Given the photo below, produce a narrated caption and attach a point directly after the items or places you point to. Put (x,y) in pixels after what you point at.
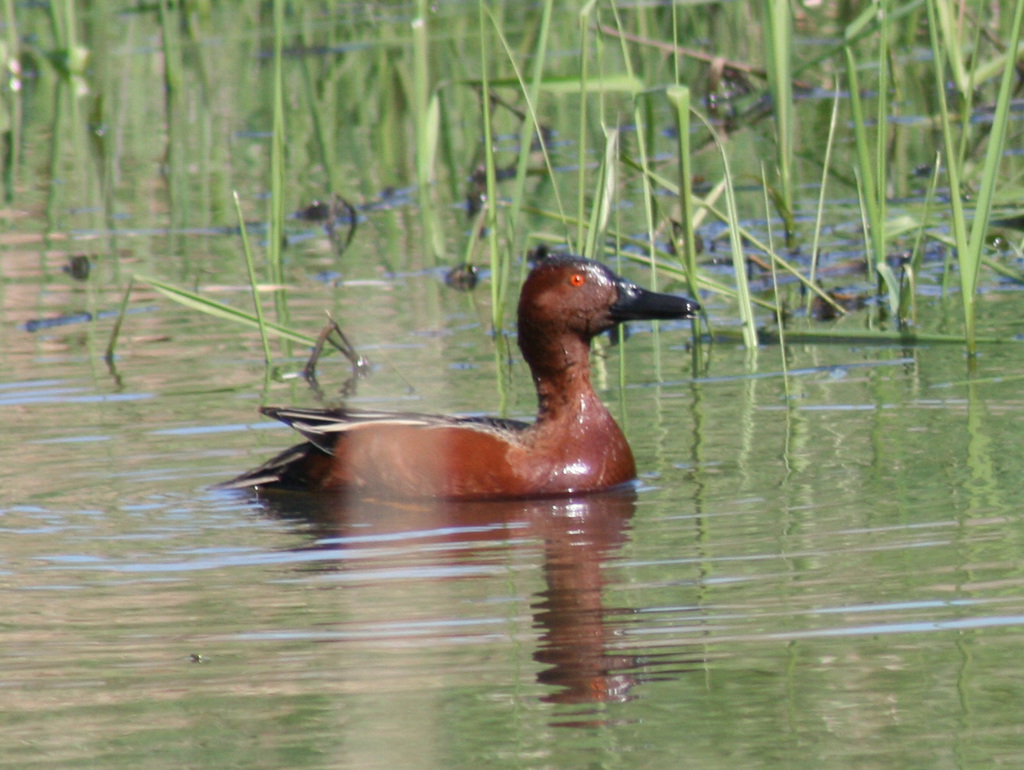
In the image I can see a bird (500,442) which is in the water (522,568) and also I can see some plants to the side.
